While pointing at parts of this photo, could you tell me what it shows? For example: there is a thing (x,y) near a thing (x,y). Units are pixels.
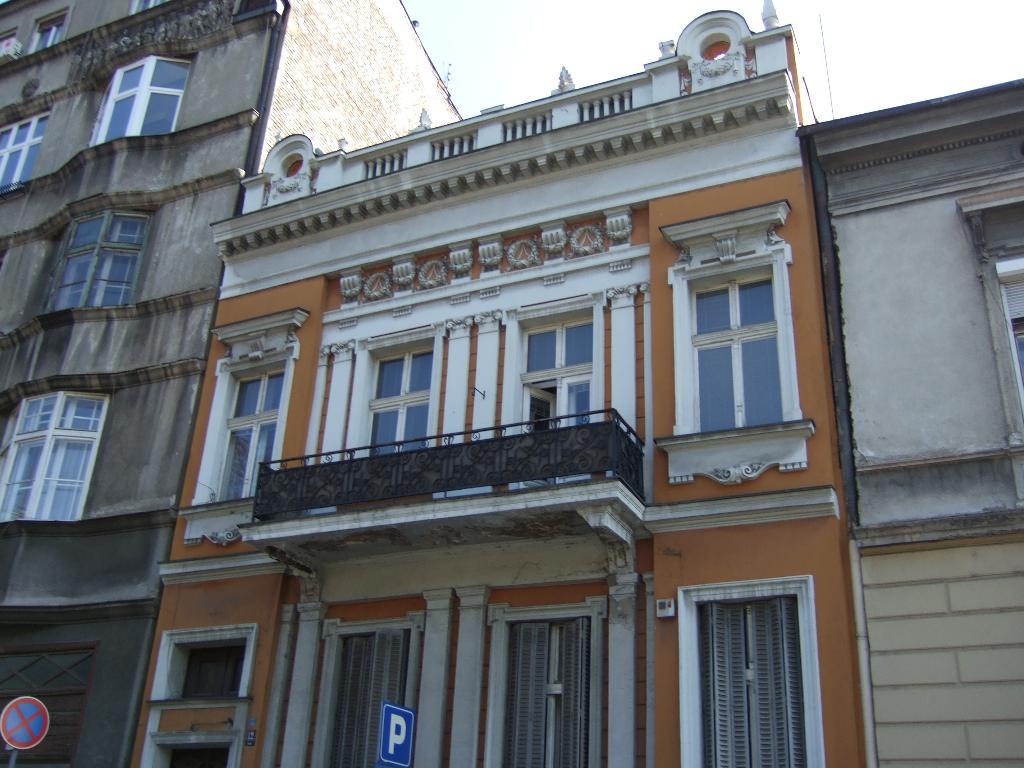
In this picture I can see there are few buildings (622,394) and it has doors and windows (378,747). There are few precaution boards (390,733) attached to the poles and the sky (552,75) is clear.
